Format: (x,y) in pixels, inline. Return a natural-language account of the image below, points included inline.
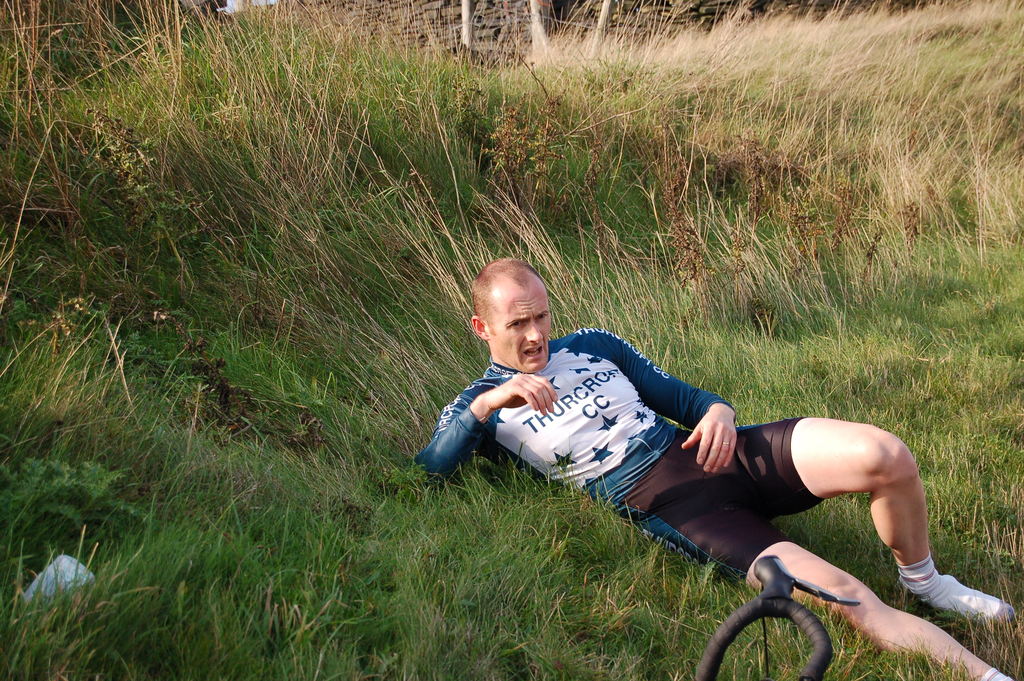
In this image there is a man (780,499) lying on a grassland (945,428).
